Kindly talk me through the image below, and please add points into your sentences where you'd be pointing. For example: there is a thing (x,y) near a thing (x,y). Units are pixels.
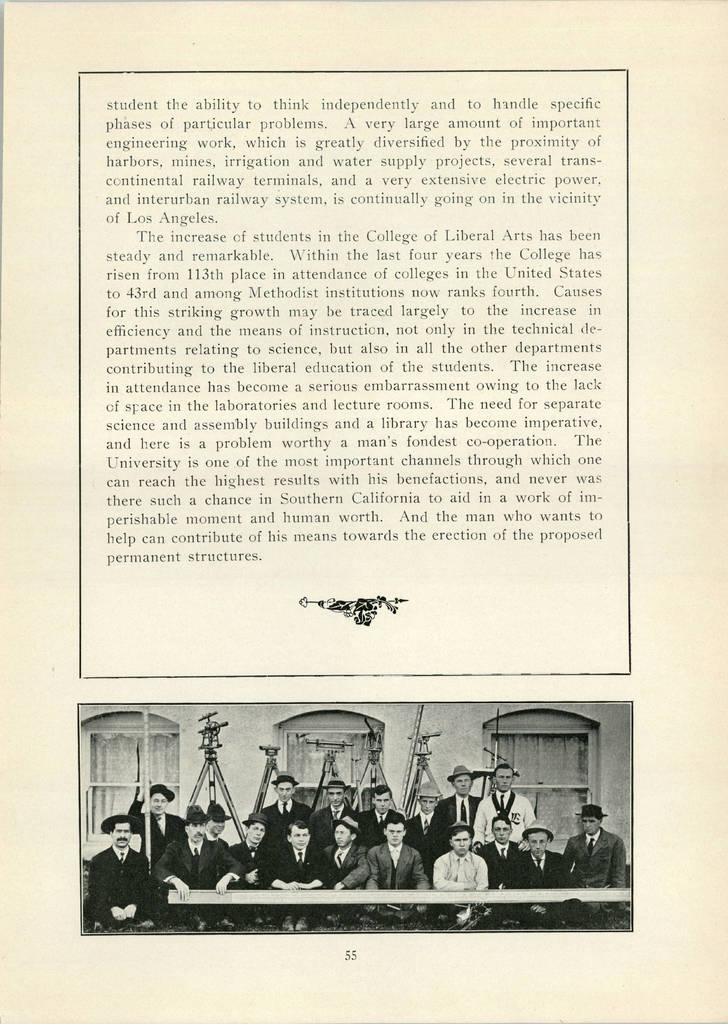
In this image there is one paper (424,243), on the paper (357,416) there is some text (424,422), and at the bottom of the paper (59,831) there are some persons (357,846), wall (601,744), windows (102,777) and some objects (487,771).
